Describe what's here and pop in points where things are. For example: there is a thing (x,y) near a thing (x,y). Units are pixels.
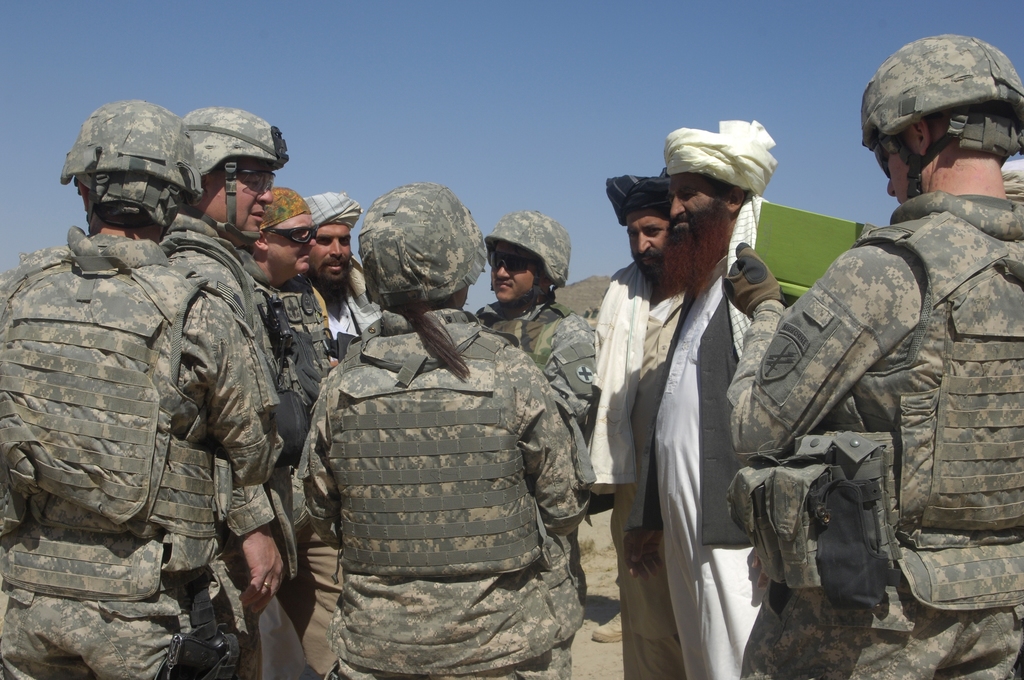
Here we can see group of people (830,358) and he is holding a book (849,226) with his hands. In the background (512,65) there is sky (541,126).
